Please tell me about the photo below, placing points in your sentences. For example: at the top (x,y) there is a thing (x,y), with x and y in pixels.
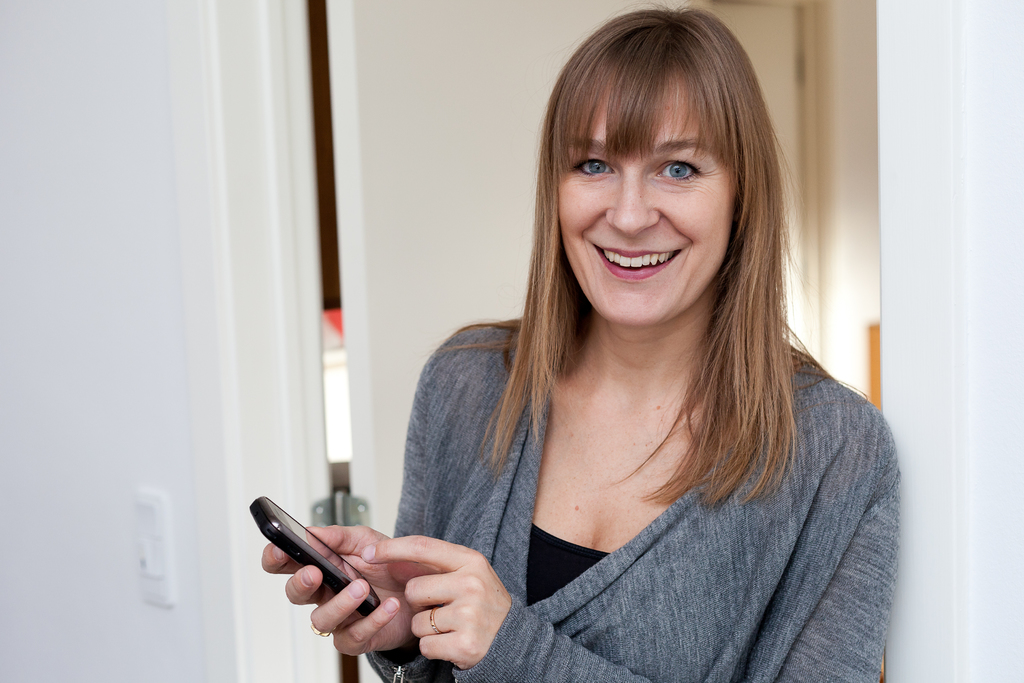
On the right side of the image (756,421) there is a lady (557,482) standing and holding mobile (308,552) in her hand (391,577). She is smiling. In the background (371,280) there is a door (372,359) and a wall (118,194).
